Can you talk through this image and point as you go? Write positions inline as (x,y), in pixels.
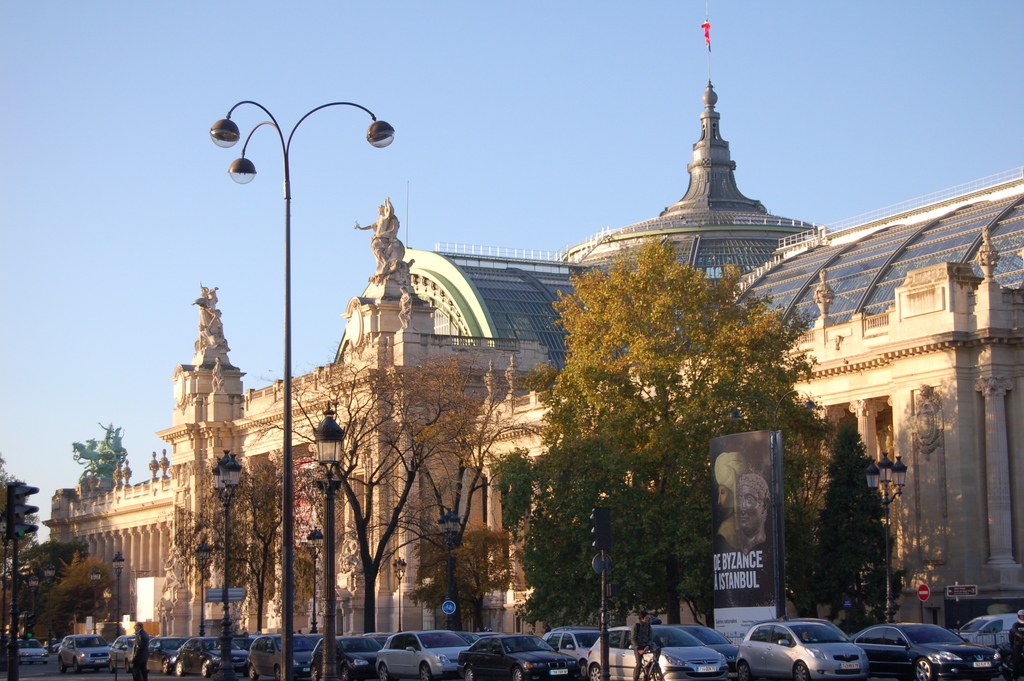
There are vehicles (502,650) on the road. Here we can see poles (285,594), lights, trees (619,603), boards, hoarding (718,623), buildings (523,395), and few persons (637,668). In the background (338,215) there is sky (601,157).
